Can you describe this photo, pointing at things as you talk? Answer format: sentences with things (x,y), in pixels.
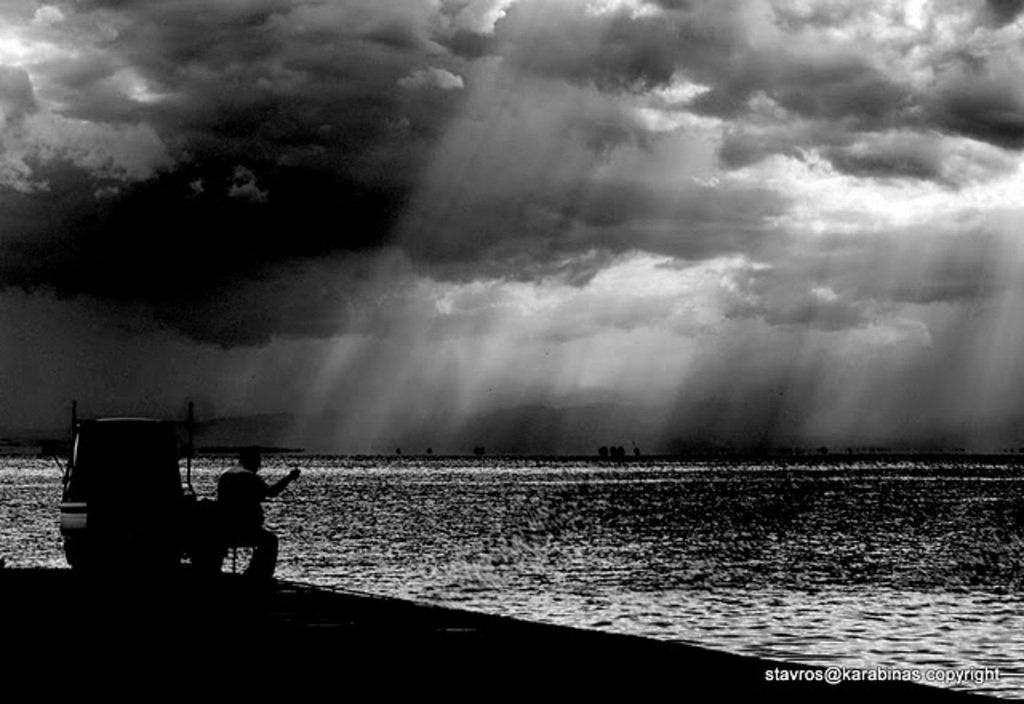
This is a black and white image. We can see a person (243,508) sitting. On the left side of the person (232,492), it looks like a vehicle (150,518). In front of the person (254,520), there are hills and the sea (494,524). At the top of the image (374,131), there is the cloudy sky (489,143). In the bottom right corner of the image (946,679), there is a watermark (931,674).
